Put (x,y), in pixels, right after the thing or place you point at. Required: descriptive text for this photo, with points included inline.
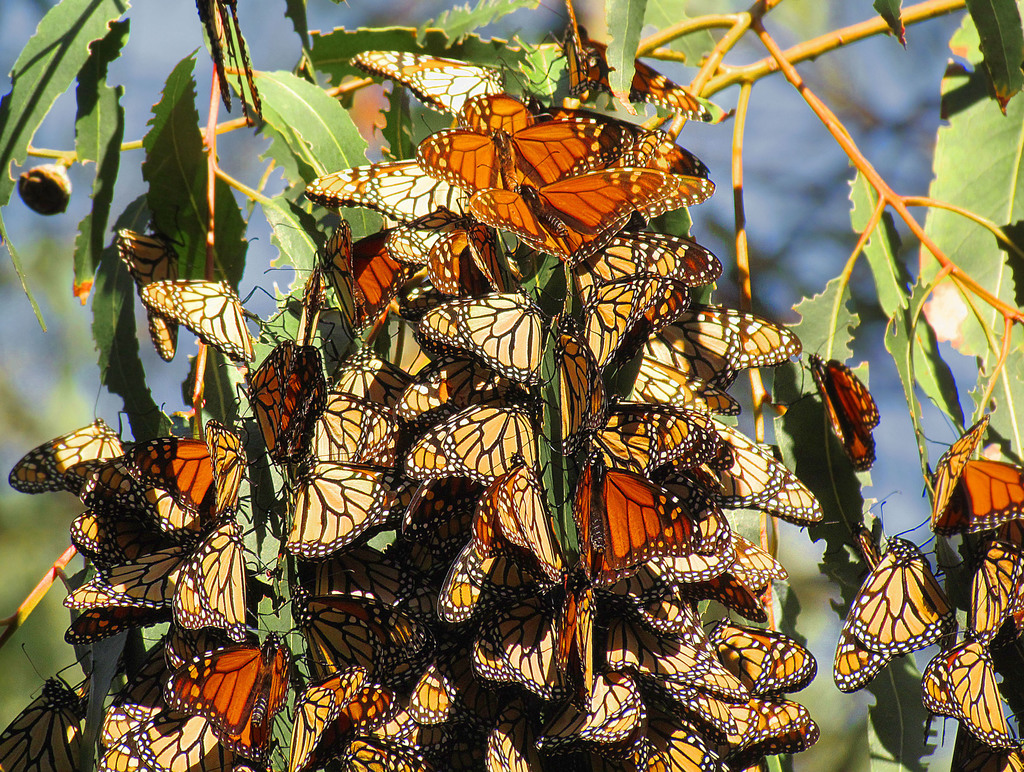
In this picture we can see butterflies (562,649) and leaves (393,145), there is a blurry background (1,314).
